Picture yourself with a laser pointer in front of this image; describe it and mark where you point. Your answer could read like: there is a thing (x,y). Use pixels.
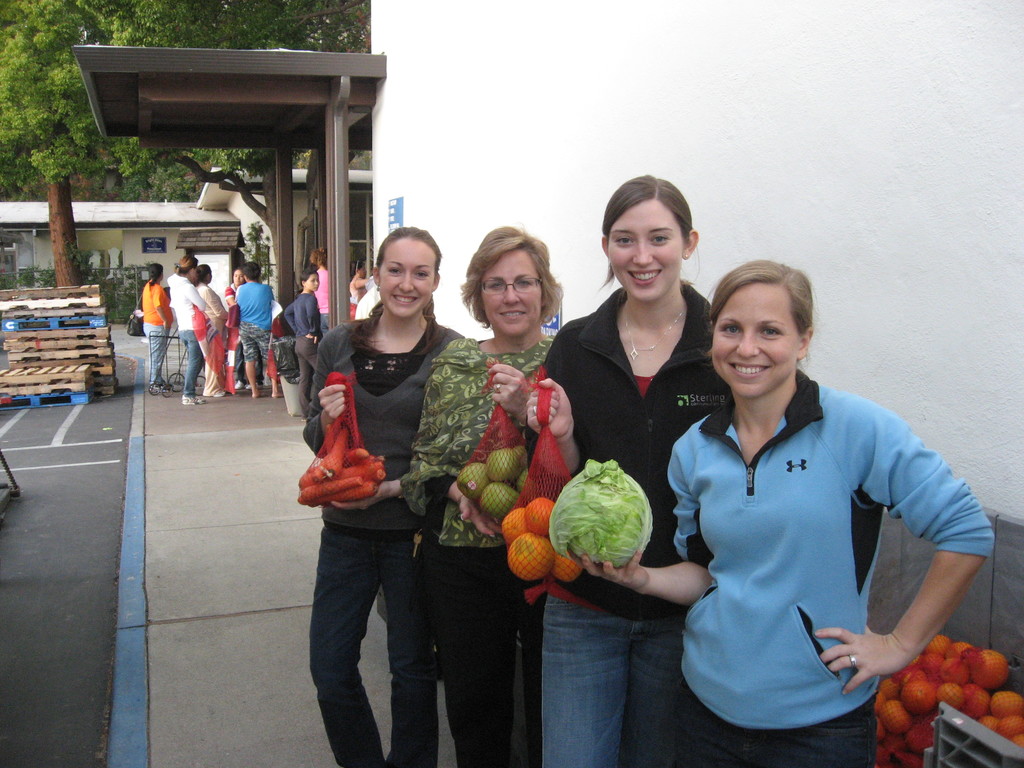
In this picture we can see a few woman (587,665) carrying fruits (531,516) and some women (352,513) are carrying vegetables (579,481) in their hands (392,491). We can see a woman (798,651) holding a cabbage (611,507) in her hand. There are a few people (253,373) visible at the back (267,373). We can see wooden objects (62,376) on the path (39,425). There is a house (145,214) and a few trees (74,186) are visible in the background (38,45).
